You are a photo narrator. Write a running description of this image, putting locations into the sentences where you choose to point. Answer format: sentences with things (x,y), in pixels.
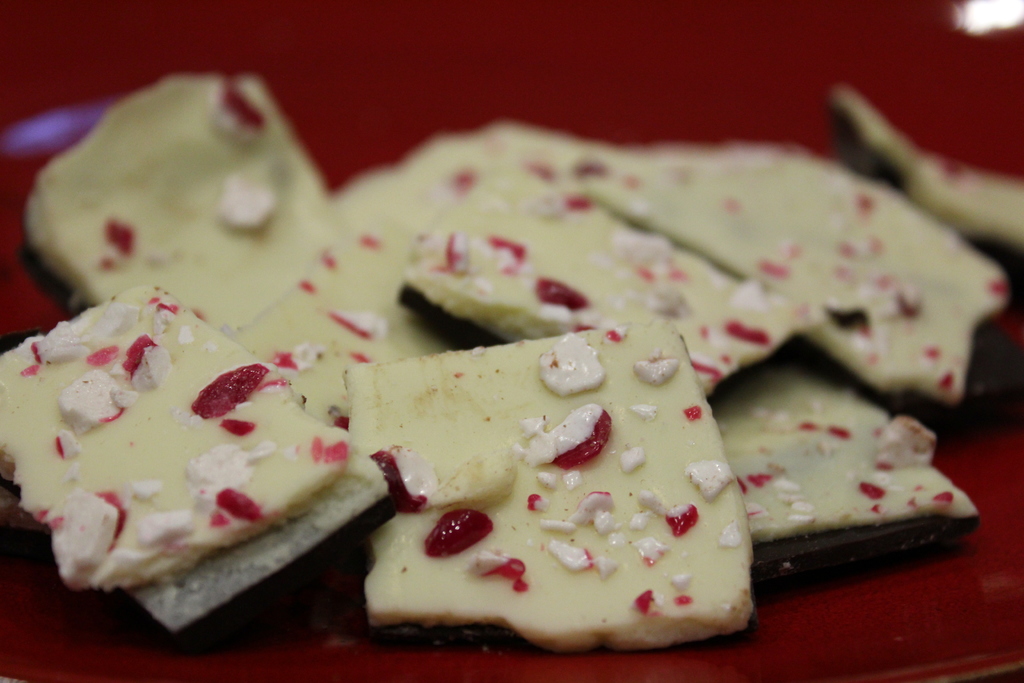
In this picture I can observe some food (569,414) placed on the plate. The food (372,461) is in cream and red color. This food (298,452) is placed on the red color plate (102,43).
